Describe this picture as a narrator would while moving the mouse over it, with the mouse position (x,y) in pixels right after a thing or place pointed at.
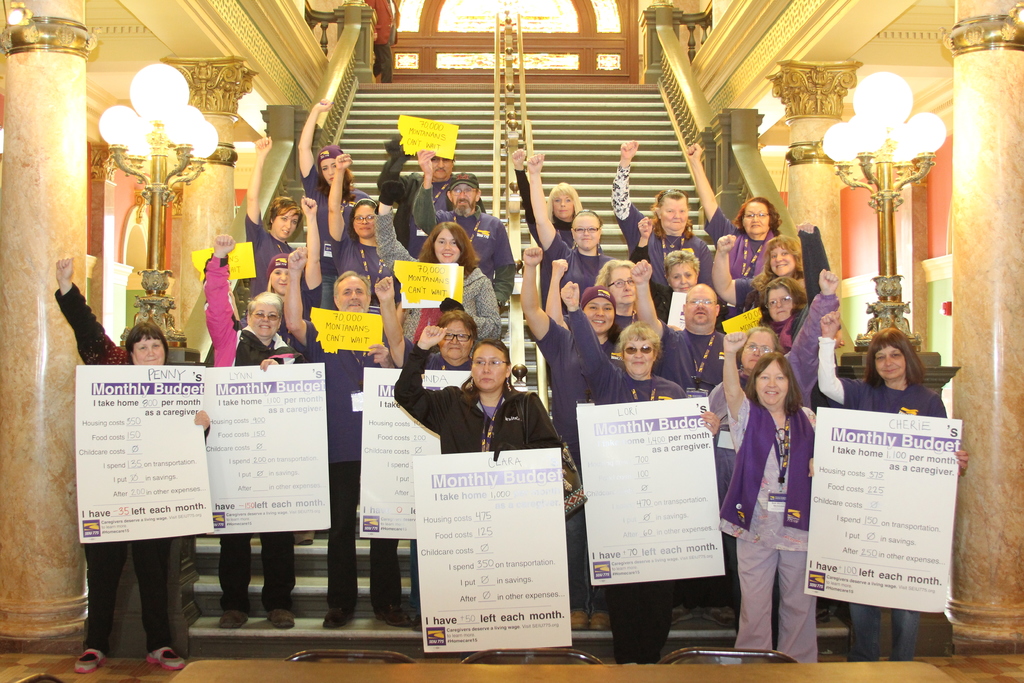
In this picture we can see a group of people (422,240) standing on steps (374,134), holding posters (320,422) with their hands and in the background (114,159) we can see pillars (51,185), light poles (851,165), walls (116,179), some objects (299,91).
